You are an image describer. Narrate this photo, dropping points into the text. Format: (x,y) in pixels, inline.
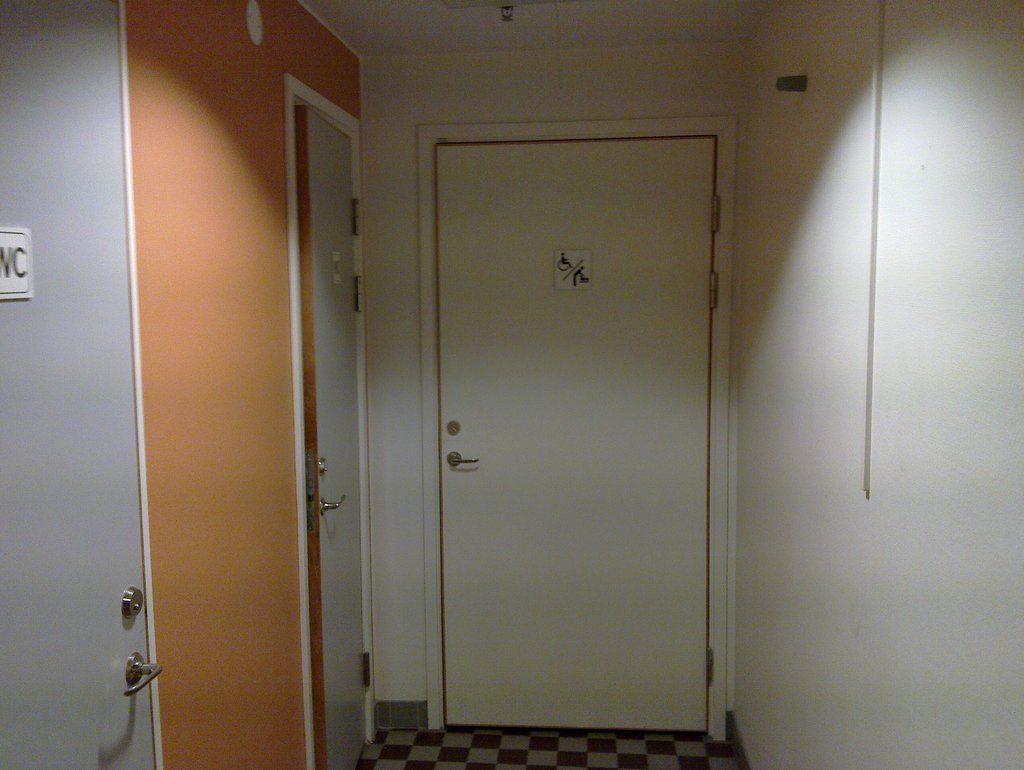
In this image there is a door (453,175), on the right side (940,38) there is a wall (984,561), on the left side (73,474) there are two doors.
